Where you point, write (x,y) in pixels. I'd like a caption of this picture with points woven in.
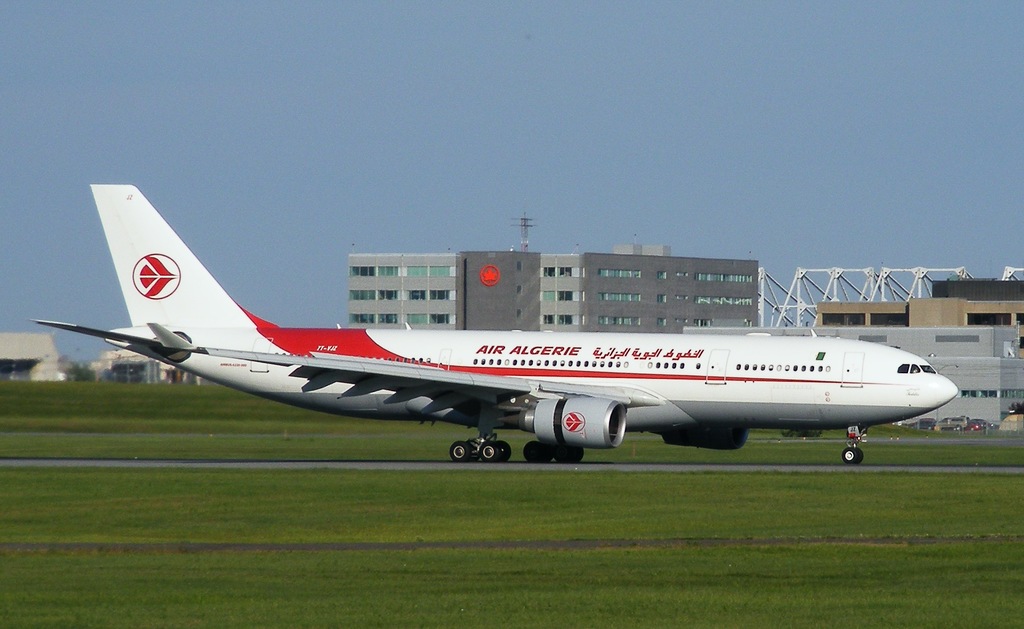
In the center of the image (430,343) there is an airplane (613,370). At the bottom of the image (634,558) there is grass (634,558) on the surface (703,569). In the background of the image (982,418) there are buildings (904,336), cars (968,421) and sky (617,122).
